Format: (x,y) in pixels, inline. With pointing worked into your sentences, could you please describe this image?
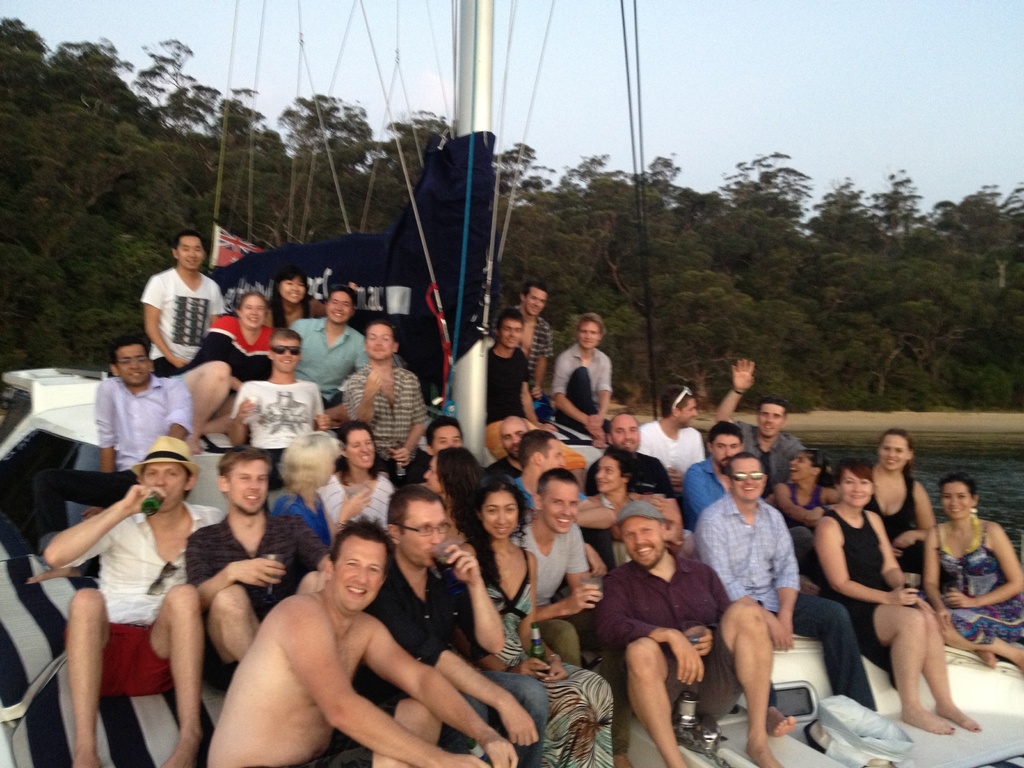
Here in this picture we can see a group of people (180,700) sitting on the boat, which is present in the water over there and we can see some are wearing hats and goggles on them and behind them we can see banners (239,257) present and we can see trees (225,196) and plants (306,177) present all over there.
